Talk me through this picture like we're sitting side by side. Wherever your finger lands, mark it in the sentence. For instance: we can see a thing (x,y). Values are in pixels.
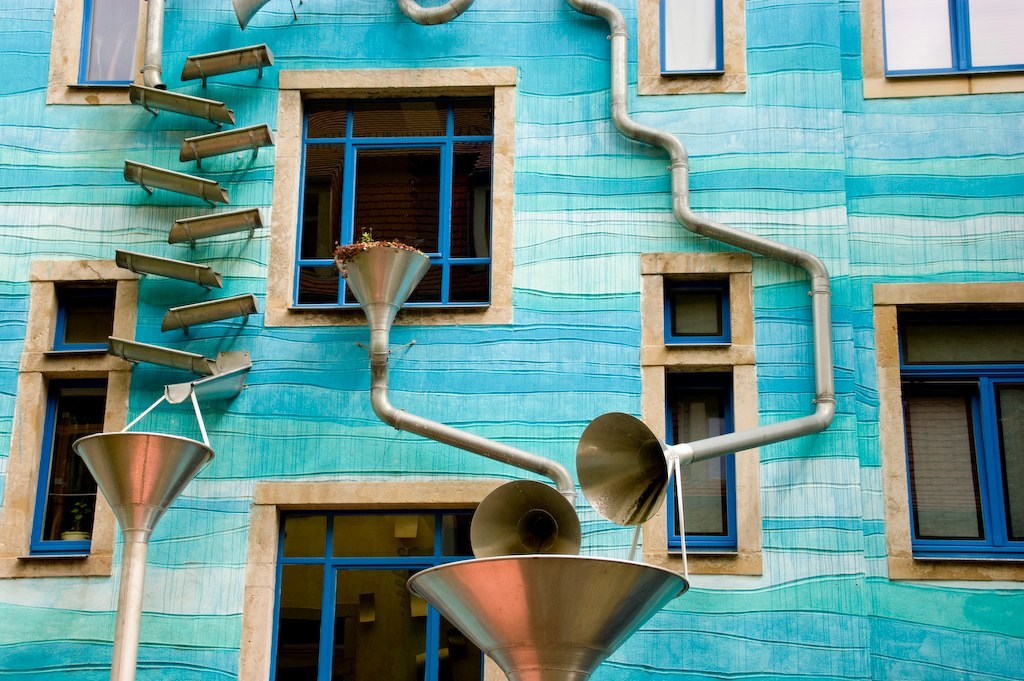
In this image we can see a building (430,235) with windows (396,173). Also there are pipes (440,438). And there are some other items (218,63) on the wall (195,302). Also there are funnel shaped objects (97,439).
